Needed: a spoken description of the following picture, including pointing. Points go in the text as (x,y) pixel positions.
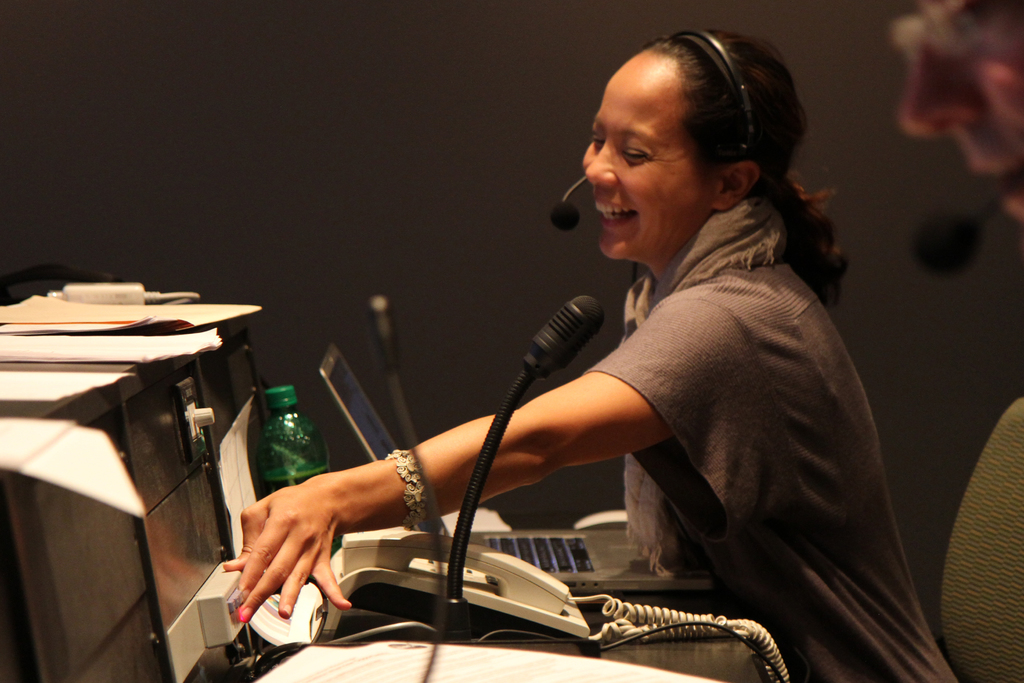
In the foreground of the picture (431,557) there is a desk (135,651), on the desk (133,673) there papers (103,344), laptop (367,444), telephone (484,572), mic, plug box (225,577), bottle (287,430) and other objects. On the right (1008,131) there is a person (967,112). In the center of the picture (635,362) there is a woman (683,467) sitting in the chair (1013,568) wearing headphones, she is smiling. The background (107,129) is blurred.
